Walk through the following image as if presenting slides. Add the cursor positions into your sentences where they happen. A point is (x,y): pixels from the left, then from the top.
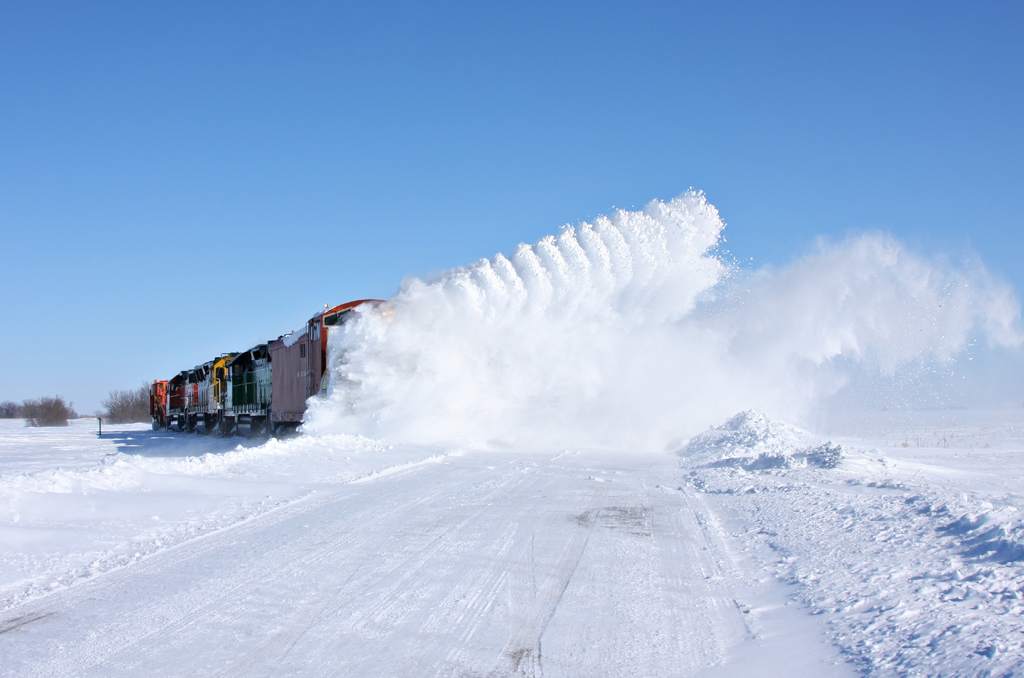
In this image there is a snow (683,256) which is flowing upward through a passing train (299,396). At the top (773,102) there is a sky (412,121).
